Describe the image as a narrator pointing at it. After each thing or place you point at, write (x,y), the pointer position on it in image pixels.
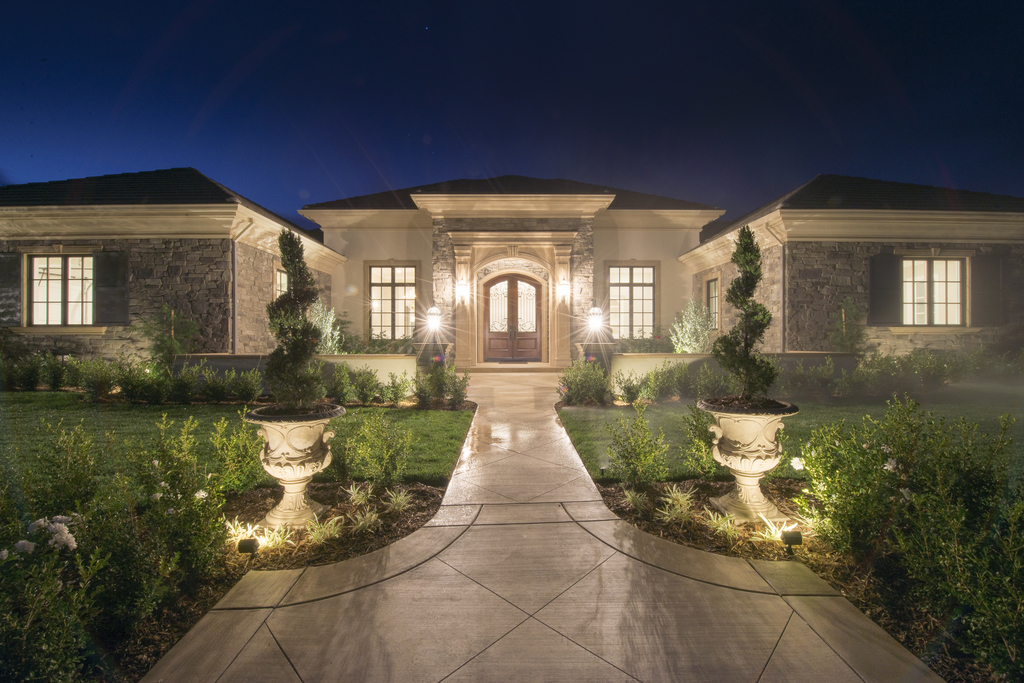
In this image I see a house (809,237) and I see the lights (601,317) over here and I see the path (480,527) and I see plants (343,373) and grass (685,456) on either sides. In the background (457,101) I see the sky (790,103) which is dark and I see the windows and the door (519,307) over here.
